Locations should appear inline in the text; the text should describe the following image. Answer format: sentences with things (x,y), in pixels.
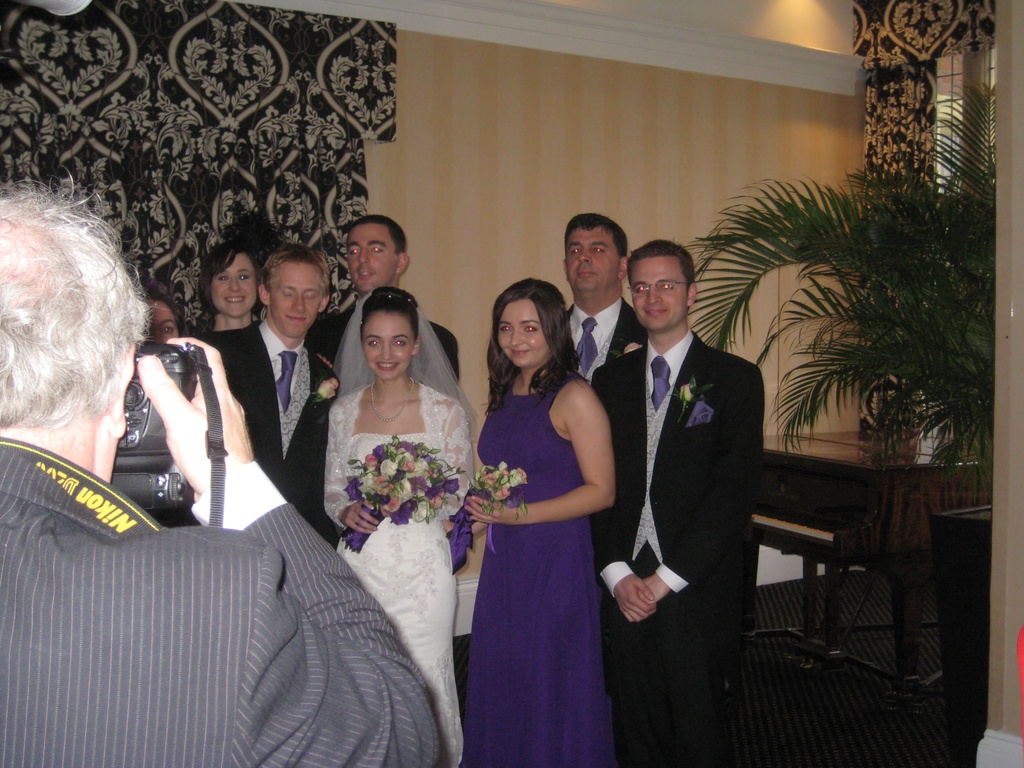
In the picture I can see a group of people (539,593) are standing among them the man (106,558) in the front (108,526) is holding a camera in the hand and two women (441,549) are holding flowers (487,507) in hands (473,512). In the background (456,237) I can see plants (913,371), a wall (560,138), a piano (826,524) and some other objects (265,205).
